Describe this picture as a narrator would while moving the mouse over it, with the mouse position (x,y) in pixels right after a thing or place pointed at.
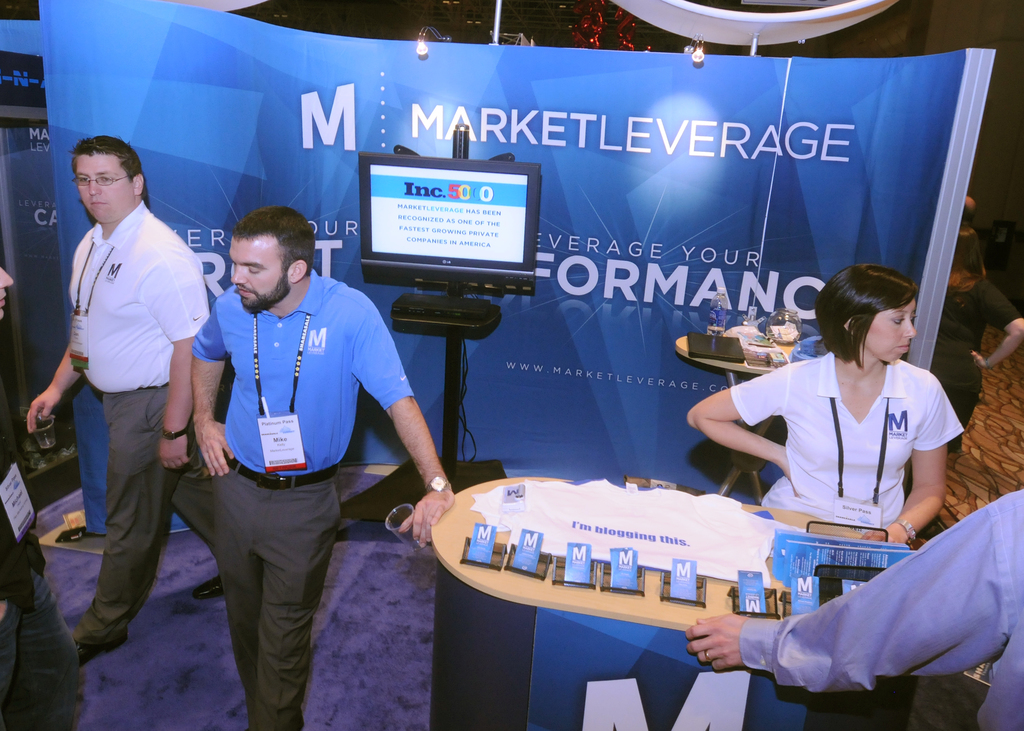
The woman (785,416) in white T-shirt (867,471) is wearing ID card (839,521) is sitting on the chair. In front of her, we see a table (655,590) on which blue boards (813,559) and white banner (674,542) are placed. Behind her, we see a table (740,367) on which laptop (690,348), plastic bags (746,335) and glass jar (776,334) are placed. Beside that, we see a monitor (486,246) and behind that, there is a blue banner (687,213) with some text (546,276) written on it. On the left side (277,351), we see people (277,417) standing.
